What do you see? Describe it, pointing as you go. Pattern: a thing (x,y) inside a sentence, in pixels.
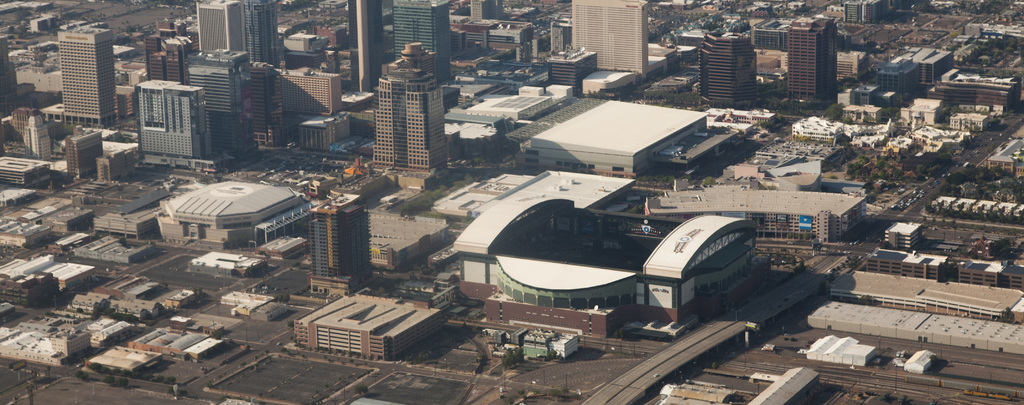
This is the picture of a city (561,318). In this image there are buildings (620,140), trees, poles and roads (662,375) and there are vehicles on the road (969,153).
